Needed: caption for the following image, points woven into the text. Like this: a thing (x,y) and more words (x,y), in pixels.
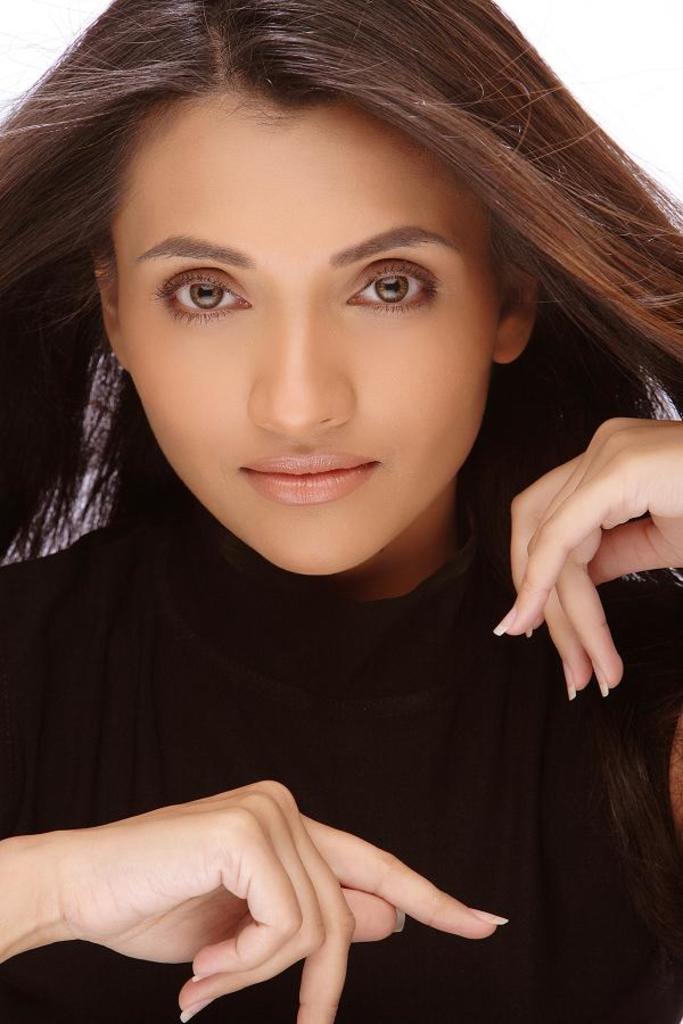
In this image we can see a lady (377,709) wearing black dress (410,757).
